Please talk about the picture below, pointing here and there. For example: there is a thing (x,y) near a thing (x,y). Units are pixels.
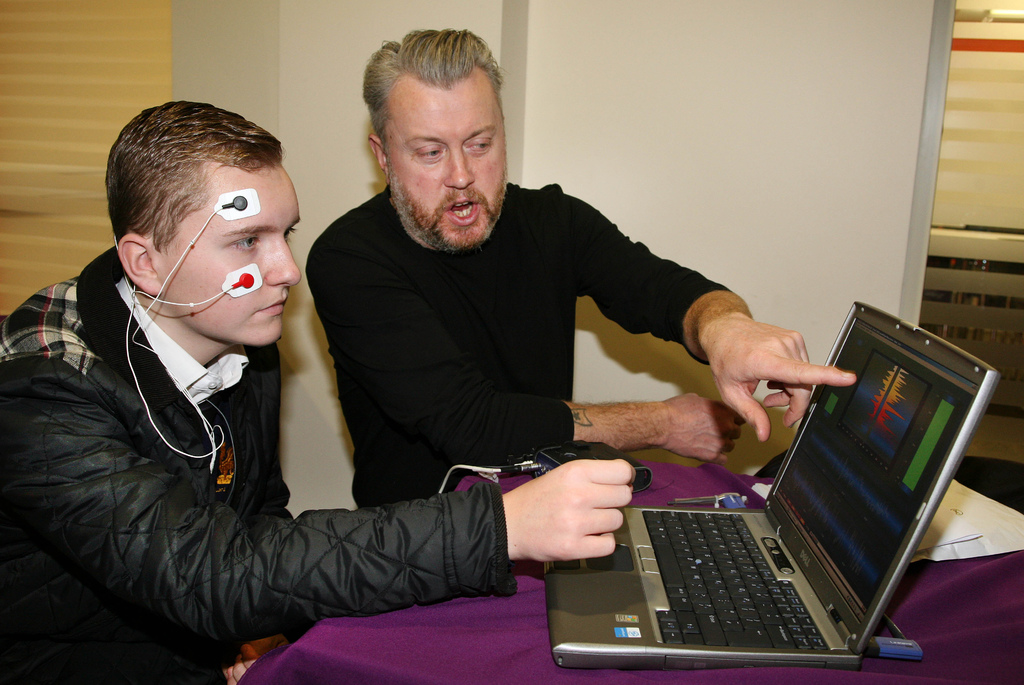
In this picture we can see there are two people (114,293) sitting at the table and in front of the people (123,673) we can see a cloth (340,623) is covered an object (423,658). On the cloth (487,642) there is a laptop (722,623) and other things (675,499). Behind the people (422,368) there is a wall (667,168).
